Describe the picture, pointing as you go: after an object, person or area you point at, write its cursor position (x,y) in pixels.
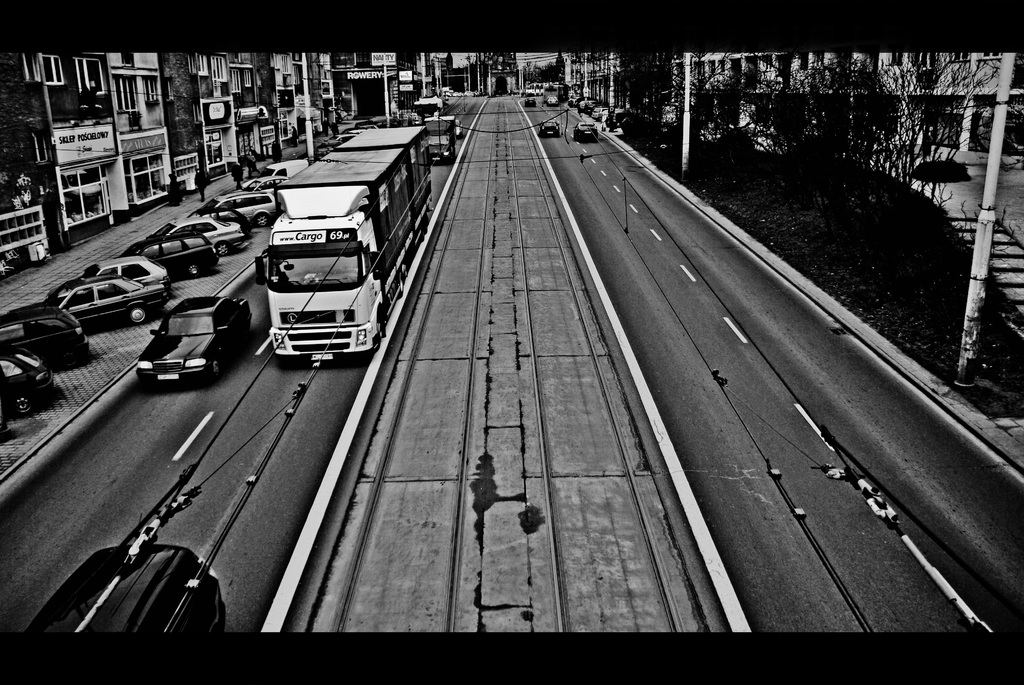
this picture shows buildings (339,64) some trees (703,128), parked vehicles (0,387) and some moving vehicles (392,267) on the road (245,541).
